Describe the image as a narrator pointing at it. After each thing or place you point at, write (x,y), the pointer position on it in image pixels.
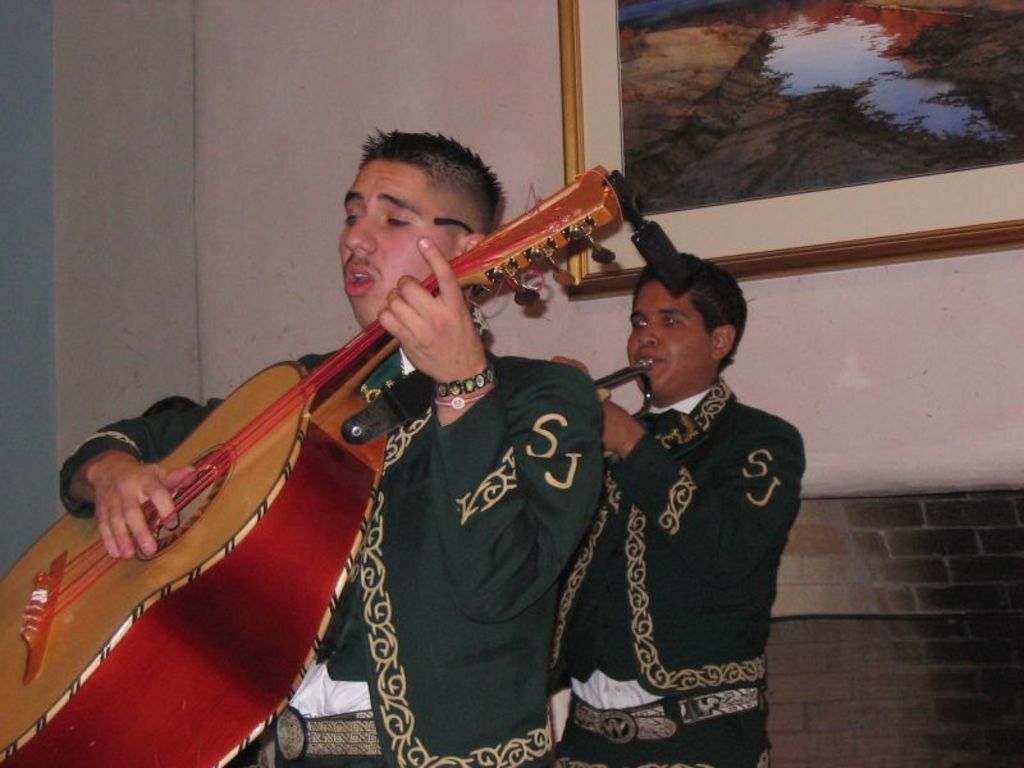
This picture shows couple of men (469,690) standing and playing musical instruments (141,708). We see a man (469,373) playing a guitar (323,546) in his hand (471,355) and we see another man (671,427) playing a trumpet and we see a photo frame (812,22) on the wall (804,333).
